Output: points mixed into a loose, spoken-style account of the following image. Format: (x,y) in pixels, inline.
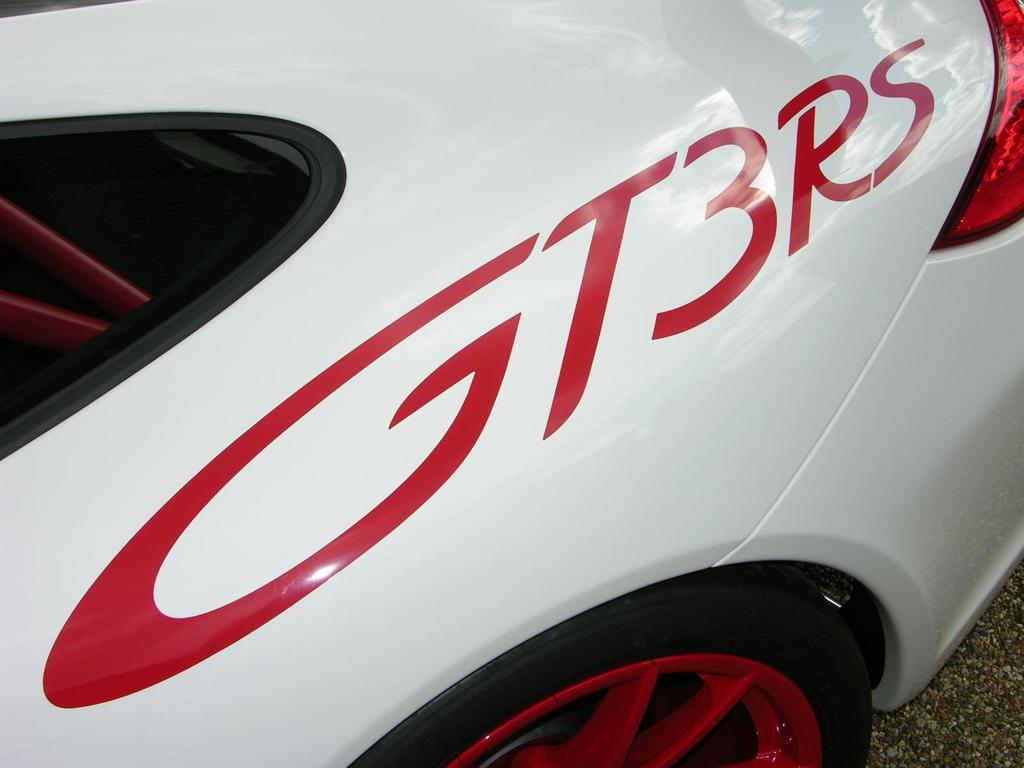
In this image we can see a car (859,642). At the bottom of the image (954,712) there is road (981,715).
